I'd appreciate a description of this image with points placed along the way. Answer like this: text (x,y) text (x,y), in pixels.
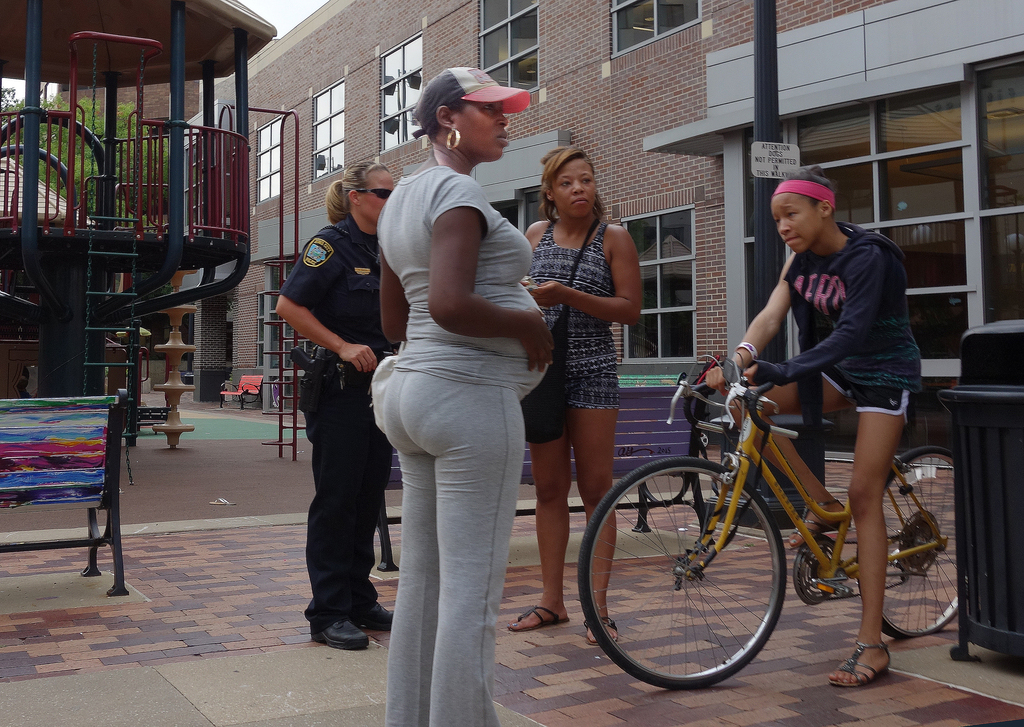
Here in this image I can see number of people (429,671) where one person (839,377) is on cycle (707,400). In the background (880,52) I can see a building (425,73) and a ride (150,198).
